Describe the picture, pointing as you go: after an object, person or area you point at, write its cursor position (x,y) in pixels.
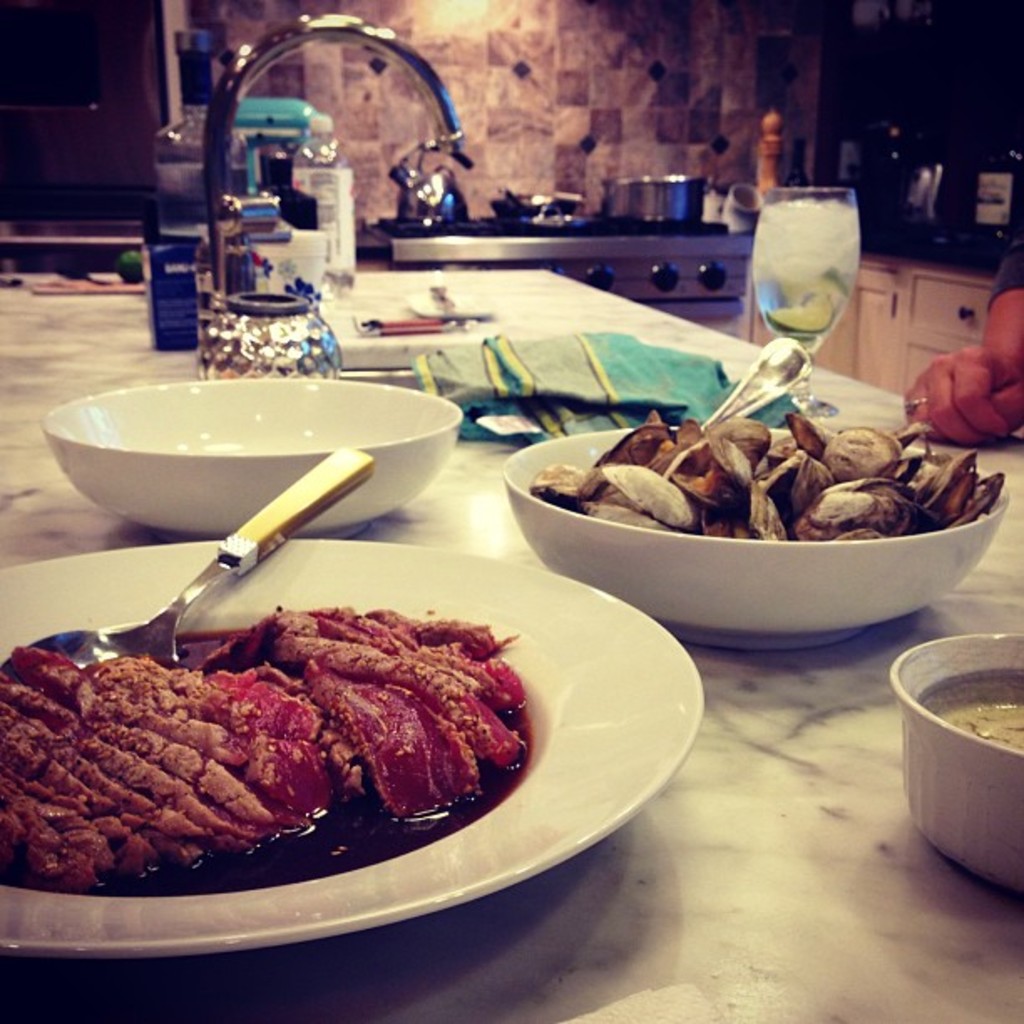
In this image we can see a table (577,1017), on the table (863,708) there are bowls (911,726) with some food item (622,479) and spoon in it, there is a glass (796,284) with water (776,265) and lemon (804,326) and few objects (730,389) on the table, there is a tap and person hand (970,379), in the background (697,187) there is a stove (652,220) and a bowl (676,191) on the stove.
